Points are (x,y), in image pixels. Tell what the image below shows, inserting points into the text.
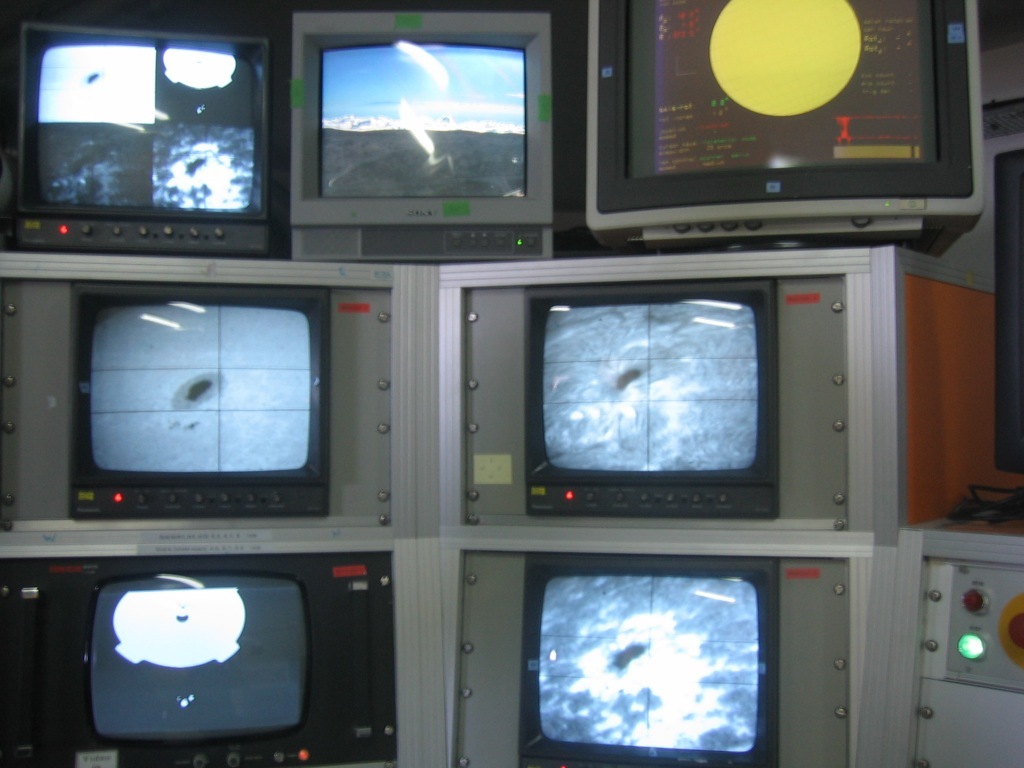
This image is taken indoors. In the middle of the image (671,440) there are many screens (772,118) with a few images (195,124) and text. On the right side of the image (941,614) there is a machine (966,644) with two buttons (977,652) and there is a wall (940,406).
